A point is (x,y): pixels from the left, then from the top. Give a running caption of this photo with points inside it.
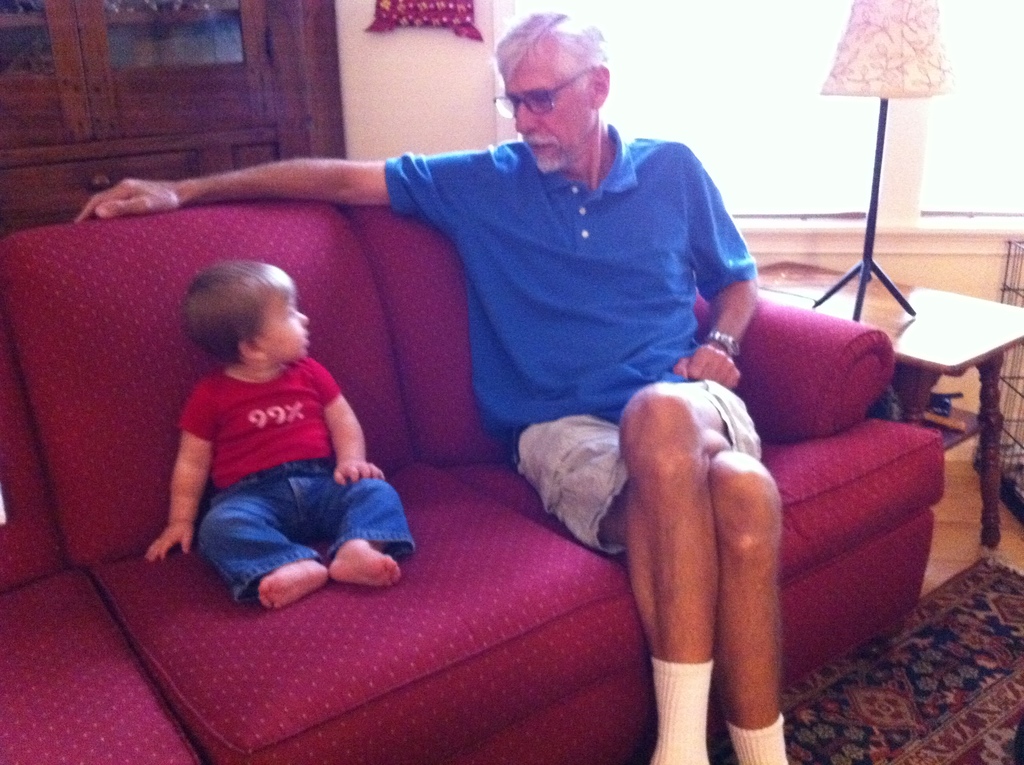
In this picture i could see an old man (555,223) and kid (245,437) sitting on the red color sofa (116,501) in the background (167,114) i could see a wooden cabinet (238,100) and windows (765,100) and lamp holder (886,111) in the right side of the picture (890,88).
